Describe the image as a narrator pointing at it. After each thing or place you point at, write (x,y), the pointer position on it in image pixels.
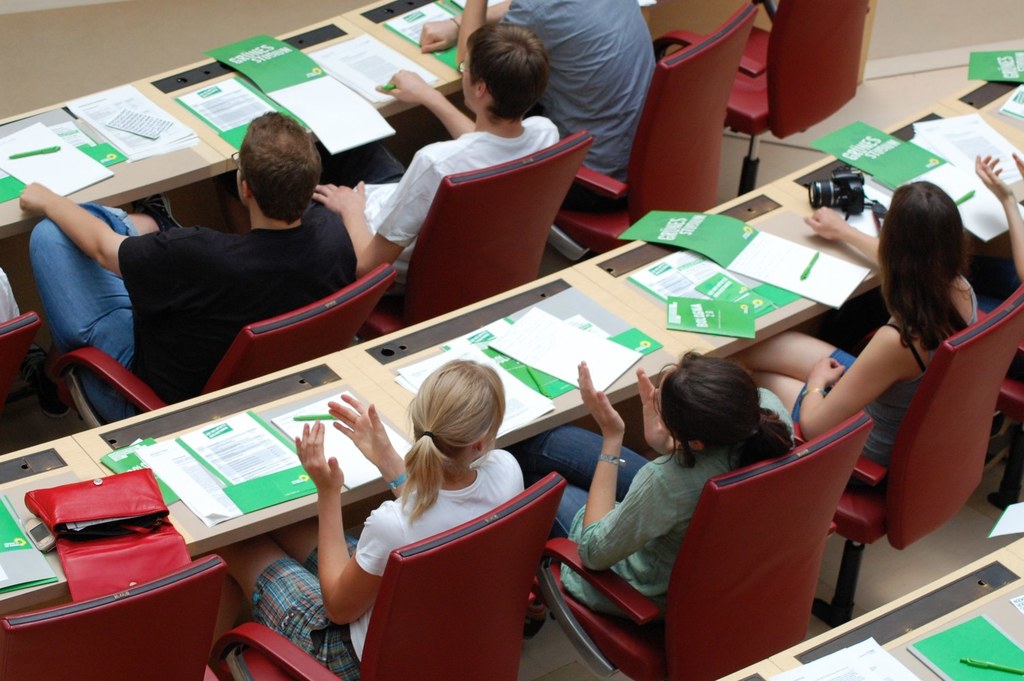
In the image we can see few persons (847,366) were sitting on the chair (912,512) around the table (206,425). On table (510,433) we can see books (757,256), pens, handbag (76,540), camera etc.
